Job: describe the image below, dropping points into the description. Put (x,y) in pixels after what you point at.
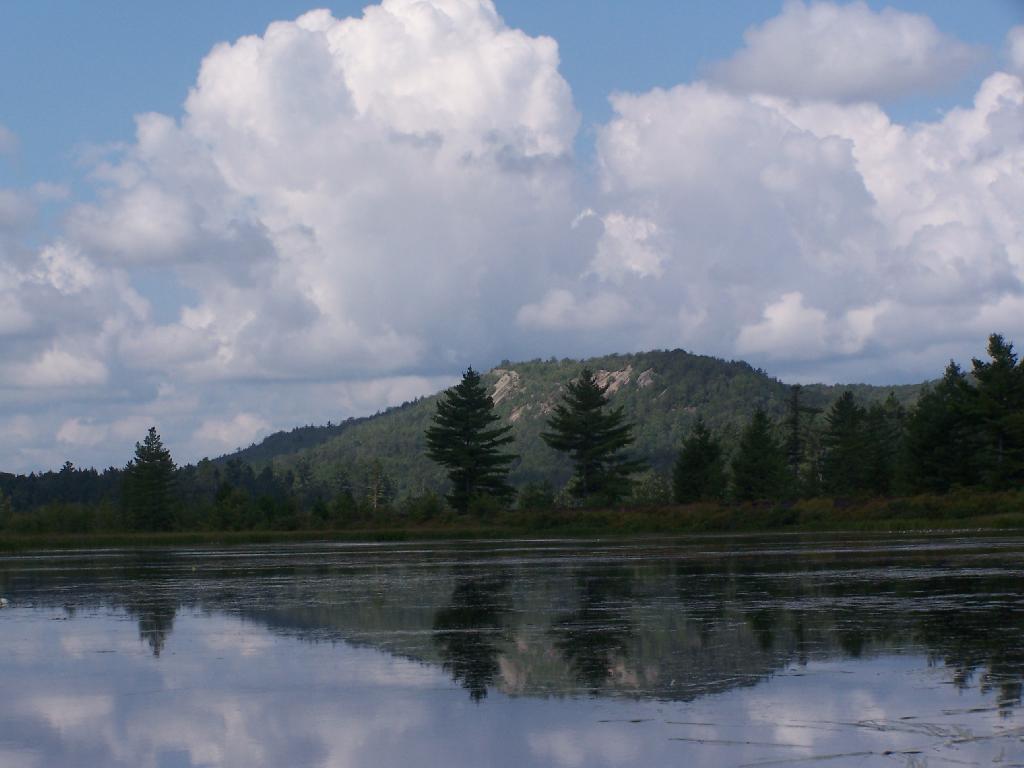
There is water (313,659). In the background (1009,454), there are trees (995,455) and plants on the ground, there is a mountain (331,439) and there are clouds (353,225) in the blue sky (103,120).
